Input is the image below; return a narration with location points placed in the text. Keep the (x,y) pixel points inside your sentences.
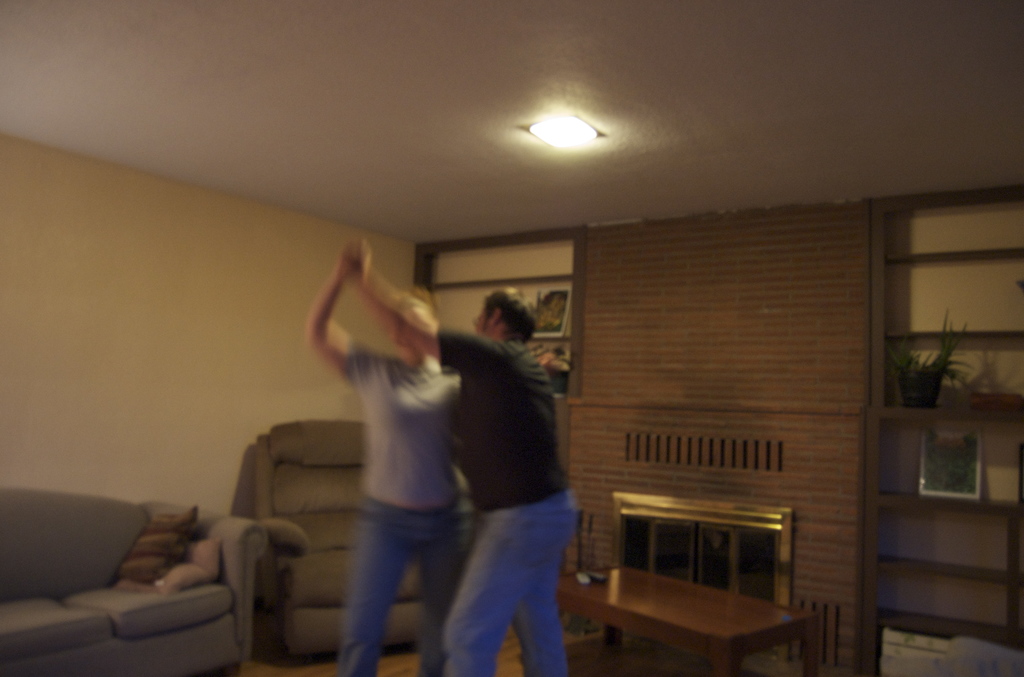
this picture shows a inner view of a room (230,414) a couch (40,663) and chair (329,568) two people (505,319) performing a dance.
